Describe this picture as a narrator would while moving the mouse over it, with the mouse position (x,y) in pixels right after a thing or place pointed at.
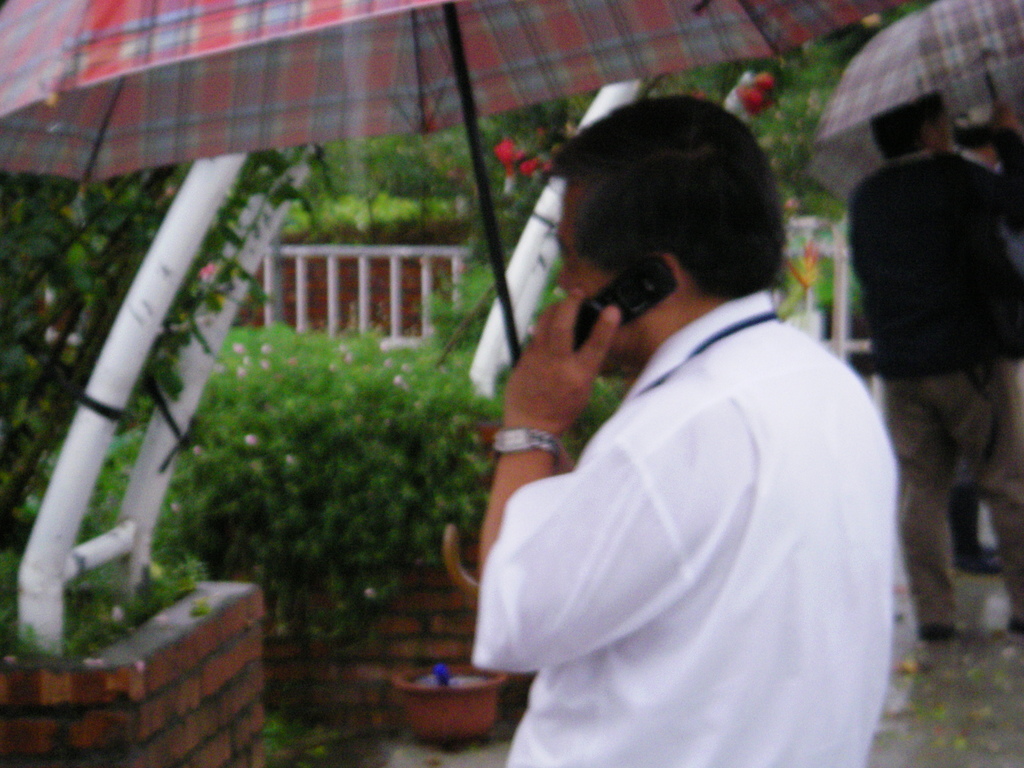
In the picture I can see a man (837,698) on the right side (741,229) and looks like he is speaking on a mobile phone (658,269). He is wearing a white color shirt (817,591) and there is a watch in his left hand (563,389). I can see another person (955,400) on the top right side (921,195). In the background (789,147), I can see the umbrellas (393,128), plants (394,144), metal fence (382,249) and trees (453,144).
